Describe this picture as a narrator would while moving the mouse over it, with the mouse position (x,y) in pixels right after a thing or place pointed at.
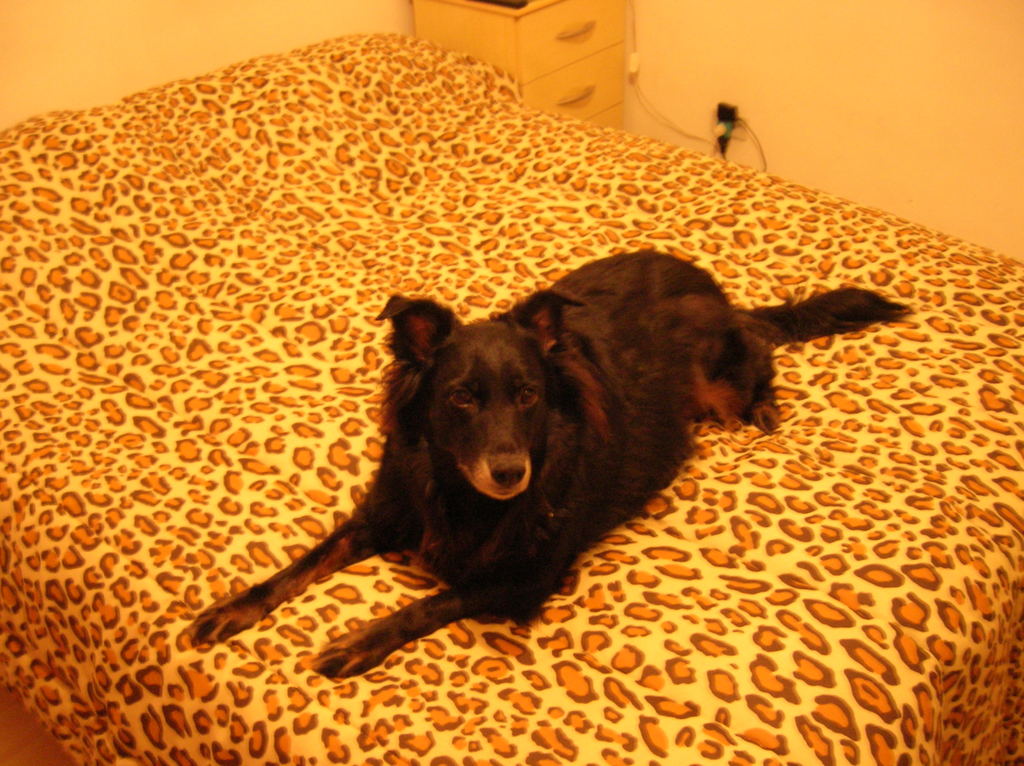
In the picture we can see a bed (286,546), on it we can see a dog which is black in color and in the background (707,138), we can see some drawers (617,43) and near it we can see some wires (729,140) to the switchboard (725,133).
